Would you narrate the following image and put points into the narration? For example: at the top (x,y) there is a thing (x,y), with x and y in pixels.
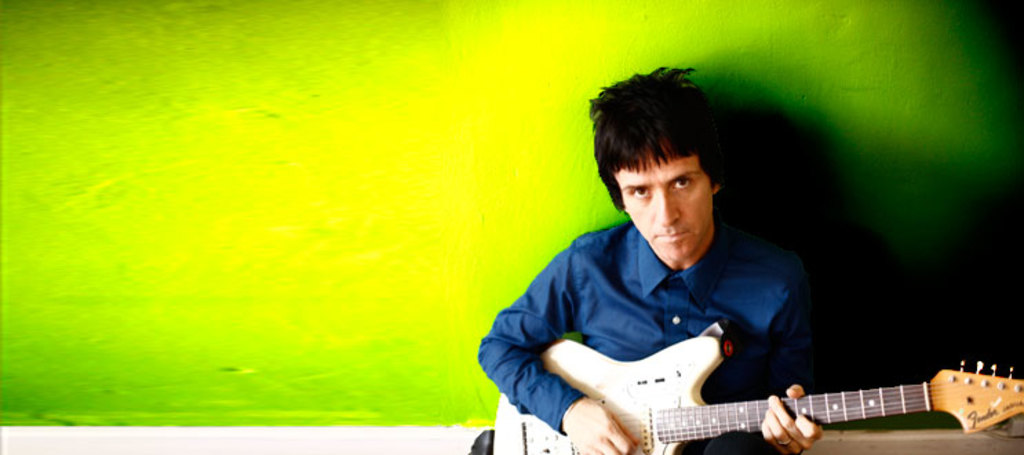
This man (670,317) is holding a guitar (688,427) and he wore blue shirt (725,304).
